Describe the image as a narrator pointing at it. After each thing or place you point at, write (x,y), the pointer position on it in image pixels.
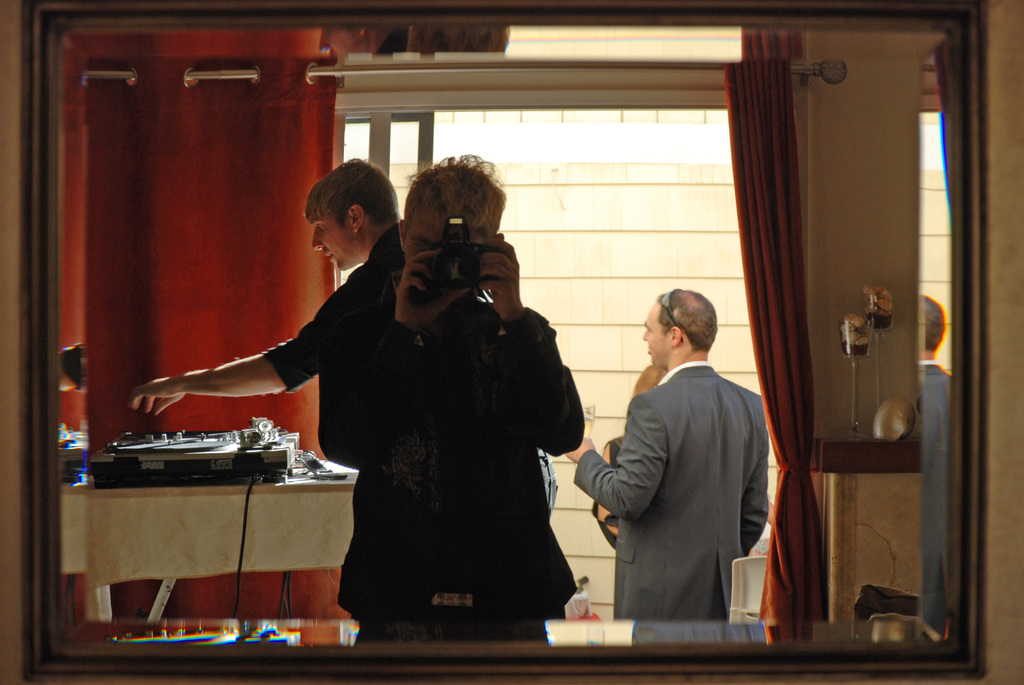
In this image in the foreground (441,264) a person (436,469) is holding a camera (459,262). In the background (715,410) there are many people (720,422). Here there are curtains (154,197). On the table (148,498) there is electronic device (216,460). In the background (643,248) there is wall (643,280). This is looking like a mirror (395,361).
